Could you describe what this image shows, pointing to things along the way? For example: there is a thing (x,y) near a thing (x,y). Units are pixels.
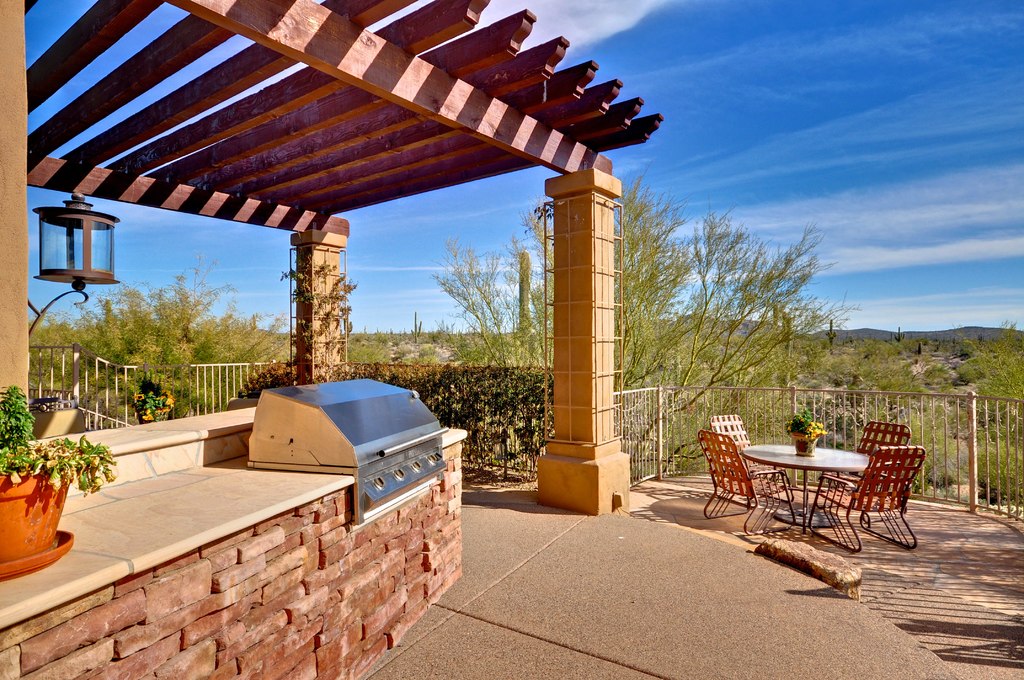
In this image I can see few chairs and the table (811,463) and I can see the flower pot (811,431) on the table (797,460) and I can see the shed (336,137), few plants (847,417) in green color and the sky (742,123) is in blue and white color.
